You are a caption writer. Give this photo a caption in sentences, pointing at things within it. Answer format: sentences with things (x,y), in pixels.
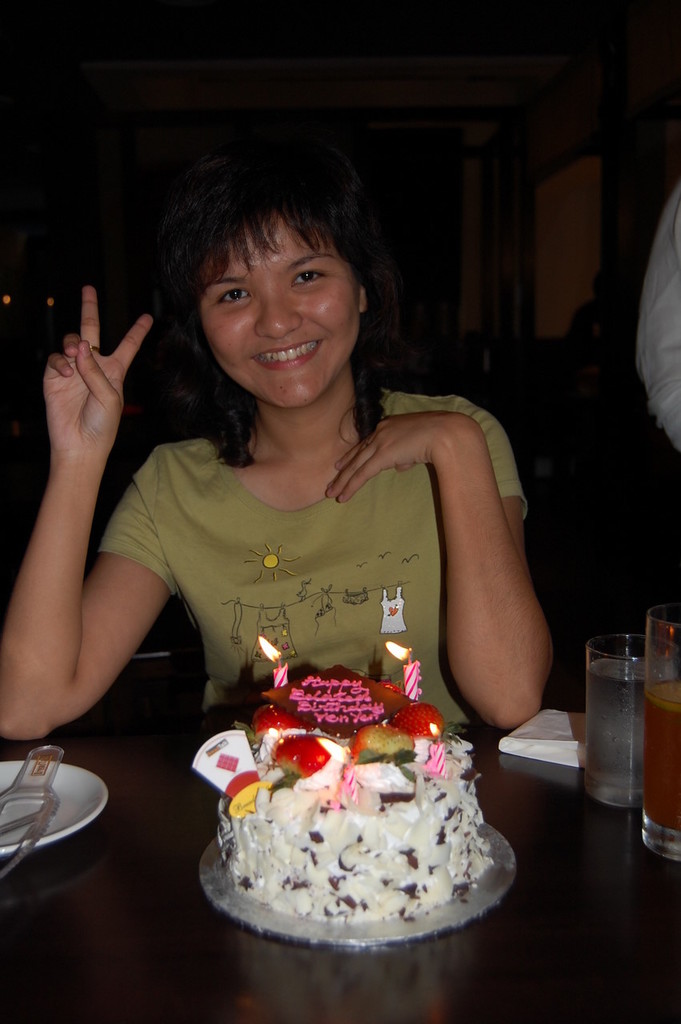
This picture is clicked inside. In the foreground (111,860) there is a table (295,969) on the top of which we can see the cake (337,832) is placed and we can see a white color platter (75,831), glass of water (604,718), glass of drink (678,715) and some other items (542,738) are placed and we can see a person (223,456) wearing t-shirt (351,524), sitting and smiling. In the background (554,195) we can see there are some objects (564,369).
